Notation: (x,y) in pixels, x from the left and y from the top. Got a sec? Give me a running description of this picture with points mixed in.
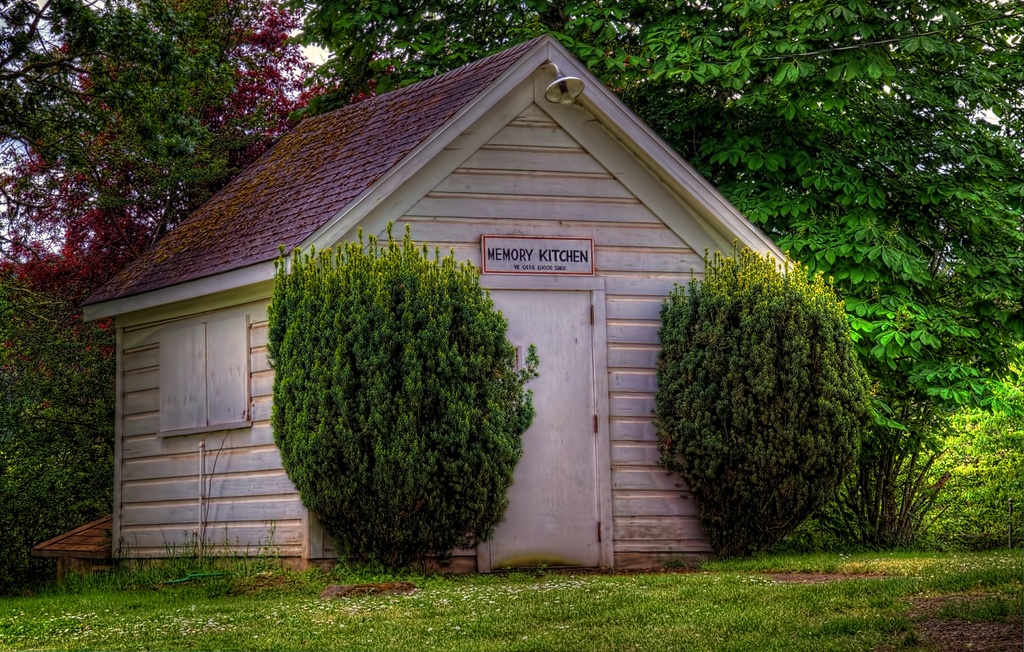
In this image there is a house (515,176) with a lamp (550,87) on top of it, on the either side of the door (543,405) there are bushes (464,475), in front of the house (610,379) there is grass (584,609) on the surface (643,600), behind the house (461,103) there are trees (182,160).
